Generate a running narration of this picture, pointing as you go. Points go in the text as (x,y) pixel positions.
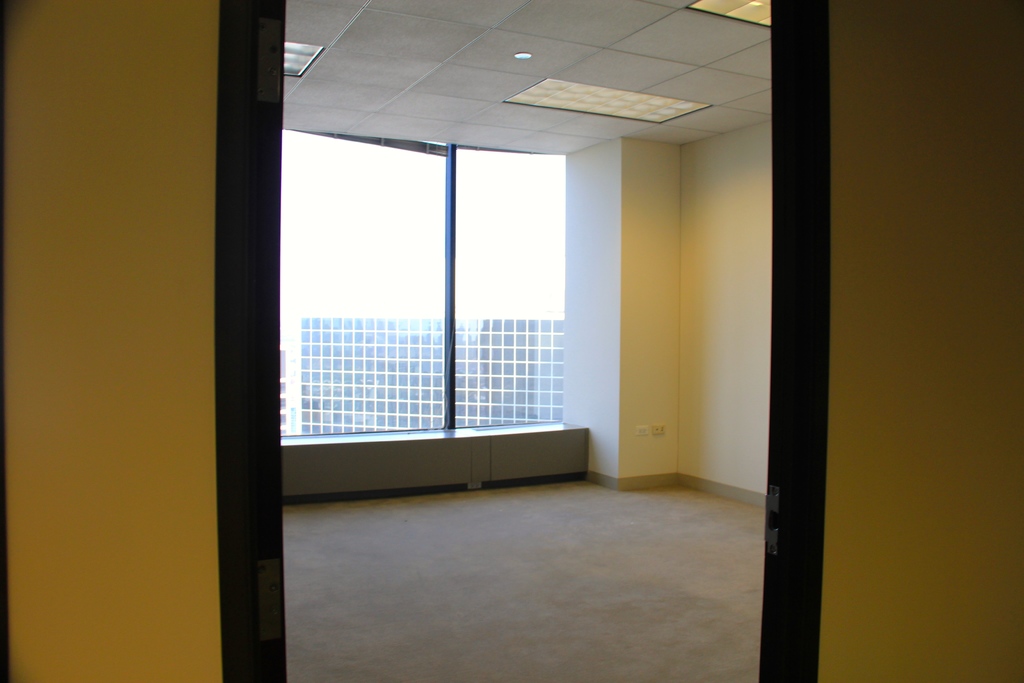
In this image, we can see a room (717,309) and there are some yellow color walls (190,459), there is a glass window (385,278) and in the background (375,381) we can see a building (382,354).
